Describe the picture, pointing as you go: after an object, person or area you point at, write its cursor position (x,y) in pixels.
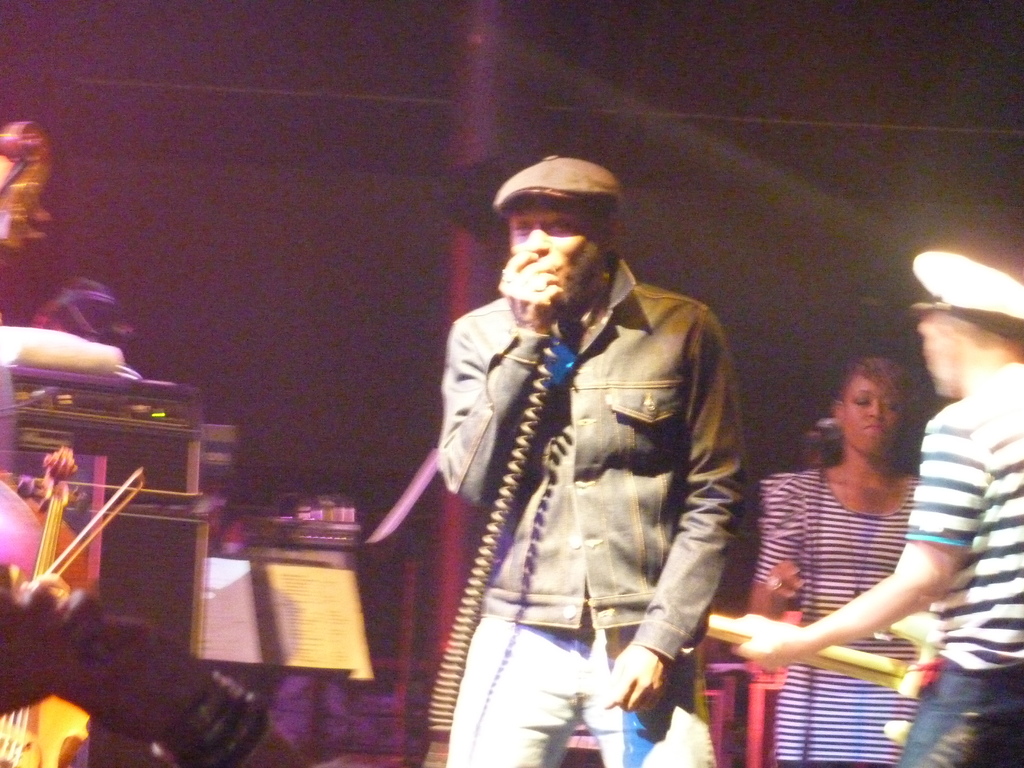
This person (634,422) is holding a mic (537,287) and singing and he wore jacket (609,326) and cap (570,168). This is speaker (168,551), above this speaker (161,513) there is a device (96,411). These two persons (860,508) are standing. In-between of them there is a guitar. This is book stand (292,616).
